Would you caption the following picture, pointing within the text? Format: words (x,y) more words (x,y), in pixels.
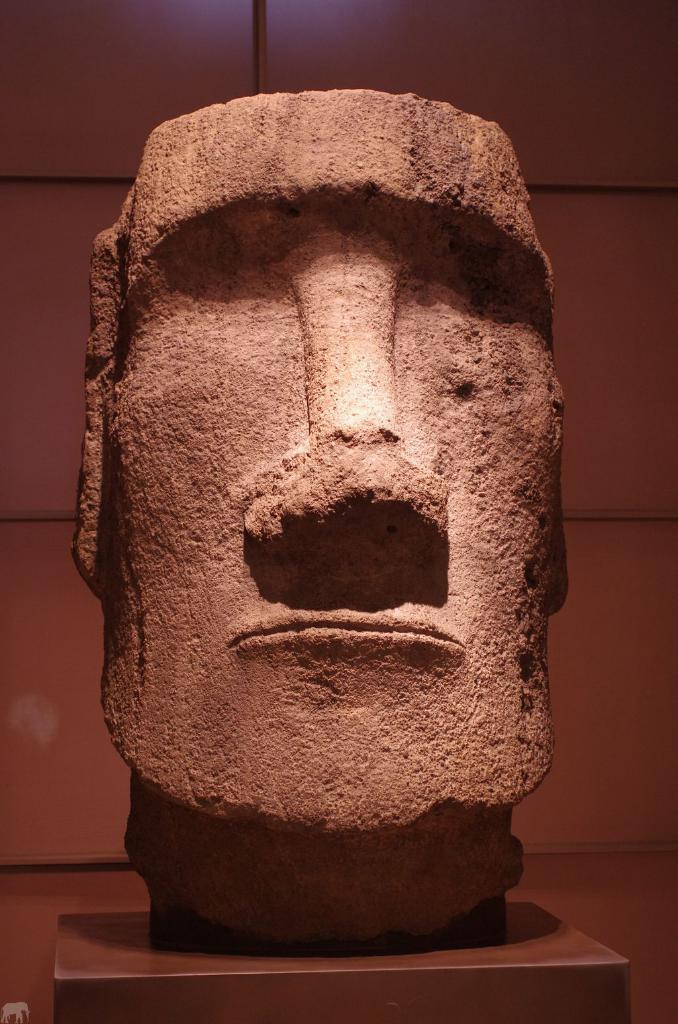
In this image I can see it is the statue (369,525) of a human face (369,574).
